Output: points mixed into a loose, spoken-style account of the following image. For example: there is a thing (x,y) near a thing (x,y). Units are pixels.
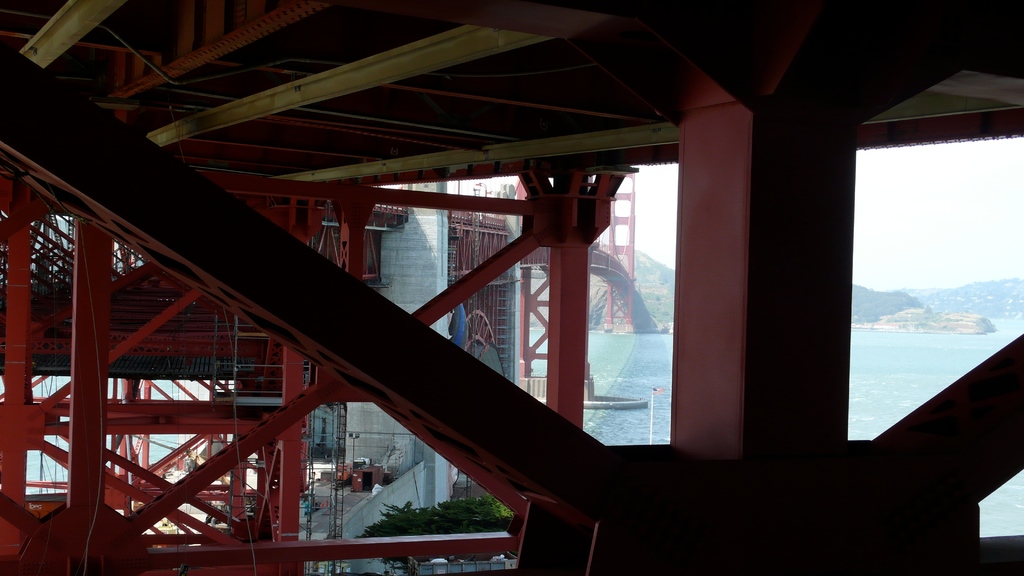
In this image I can see a bridge (306,112) and few poles (698,270) in maroon color. Back I can see few trees (470,508), water (646,367), mountains (1006,311) and few objects (339,473) on the floor (347,494). The sky (954,192) is in white color.
